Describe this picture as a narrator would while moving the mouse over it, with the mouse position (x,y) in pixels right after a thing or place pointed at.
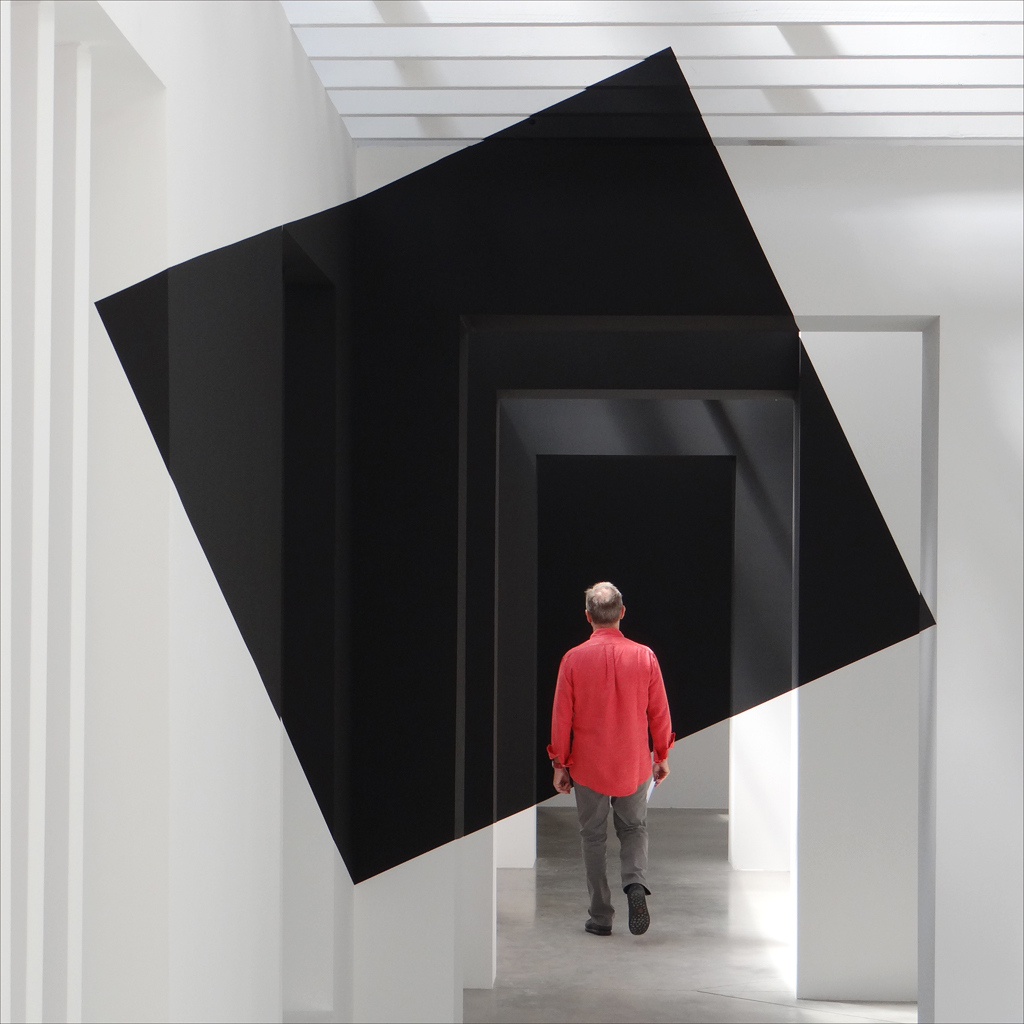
In this image I can see the person (609,729) with red and grey color dress (615,815) and the person (629,881) is walking. I can also see the white color walls (952,791). And I can see something which is in black color.
